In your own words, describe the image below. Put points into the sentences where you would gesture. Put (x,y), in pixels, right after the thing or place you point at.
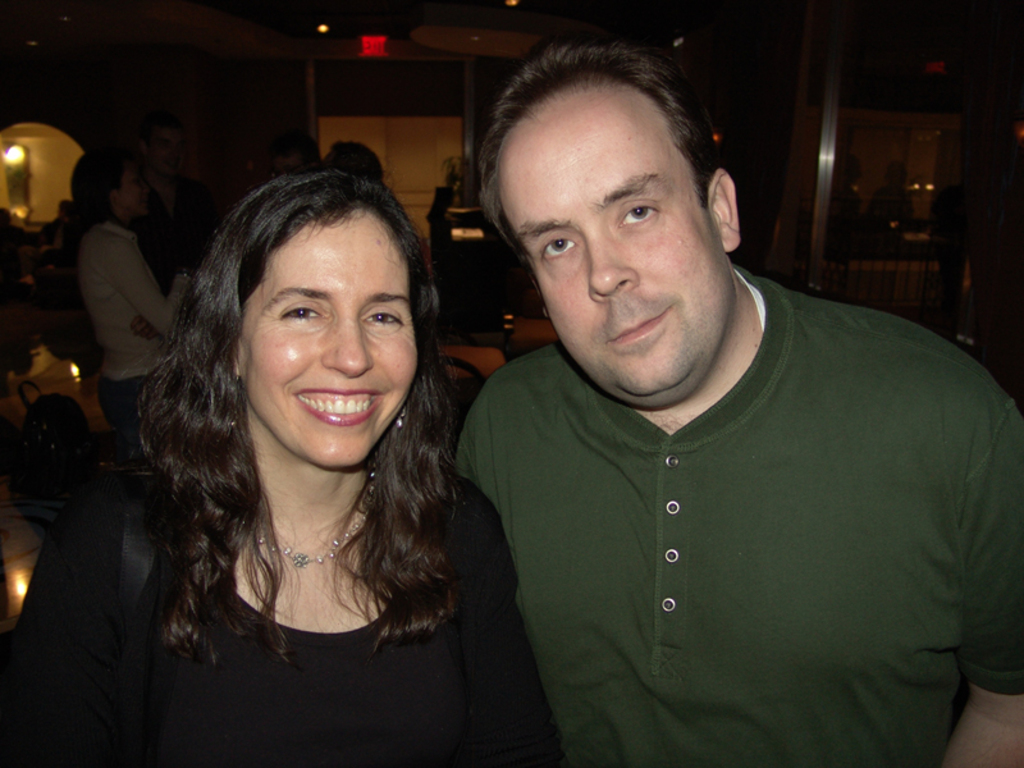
In this picture there is a man (559,517) who is wearing green t-shirt (824,490). He is standing near to the woman (364,282) who is wearing black dress (330,682). On the left (162,149) background (107,293) there are two persons (91,281) talking with each other. On the right (885,204) background there is a man (881,186) who is standing near to the tables (886,235). In the background (323,64) we can see exit sign board (369,39), door (437,153) and desk (451,224).
